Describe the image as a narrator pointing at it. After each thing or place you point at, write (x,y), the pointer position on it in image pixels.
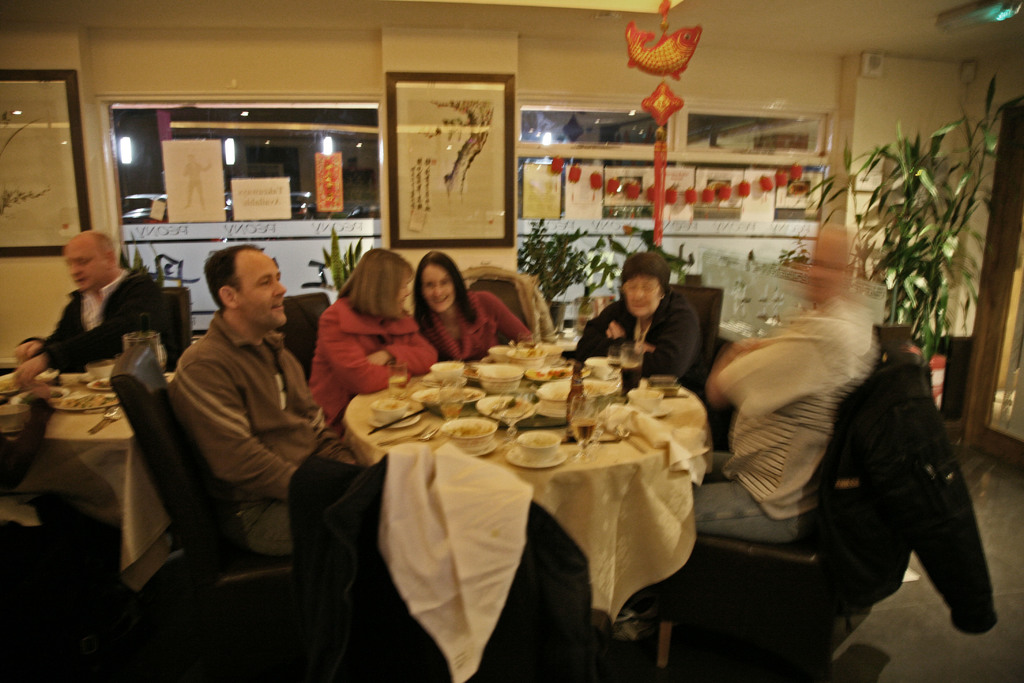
In this image I can see few people (777,411) are sitting on chairs (723,418). Here on this table (685,408) I can see number of bowl (391,415) and glasses (586,410). In the background (12,70) I can see few frames (409,86) on this wall (517,189). I can also see few plants (906,141) over here.
